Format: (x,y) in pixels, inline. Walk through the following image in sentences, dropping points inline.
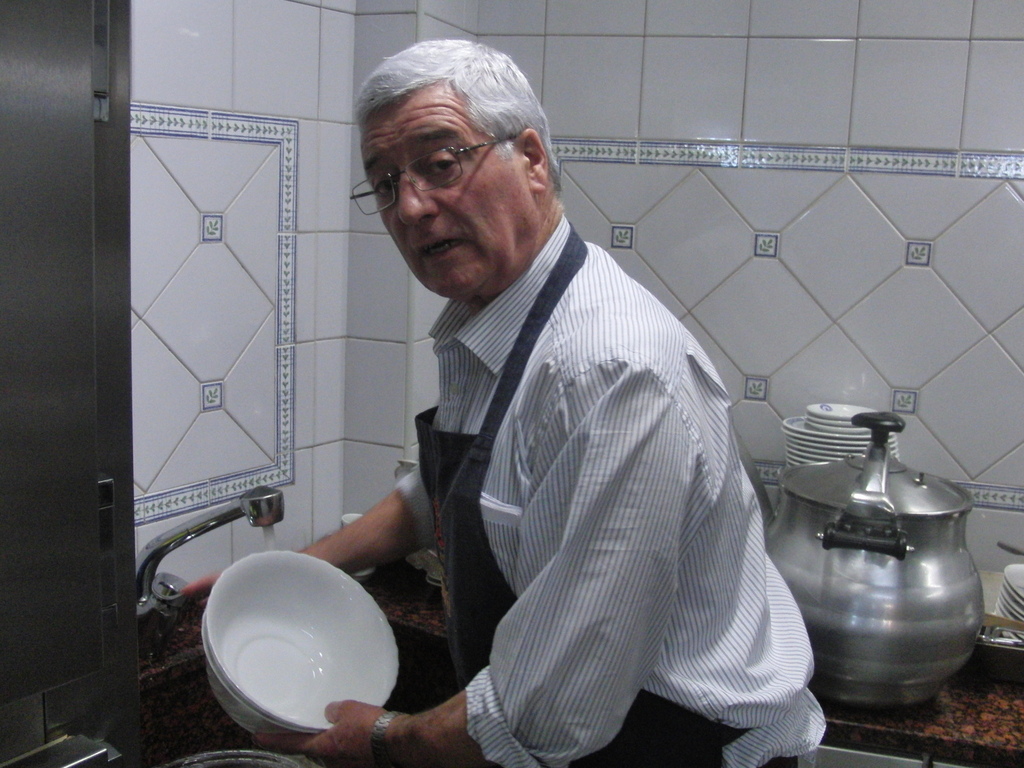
In this picture there is a person (499,445) wearing kitchen apron (454,554) is washing a bowl (284,631) in front of a wash basin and there are few other kitchen utensils (866,486) in the right corner (894,493) and there is an object (58,418) in the left corner (54,411).
